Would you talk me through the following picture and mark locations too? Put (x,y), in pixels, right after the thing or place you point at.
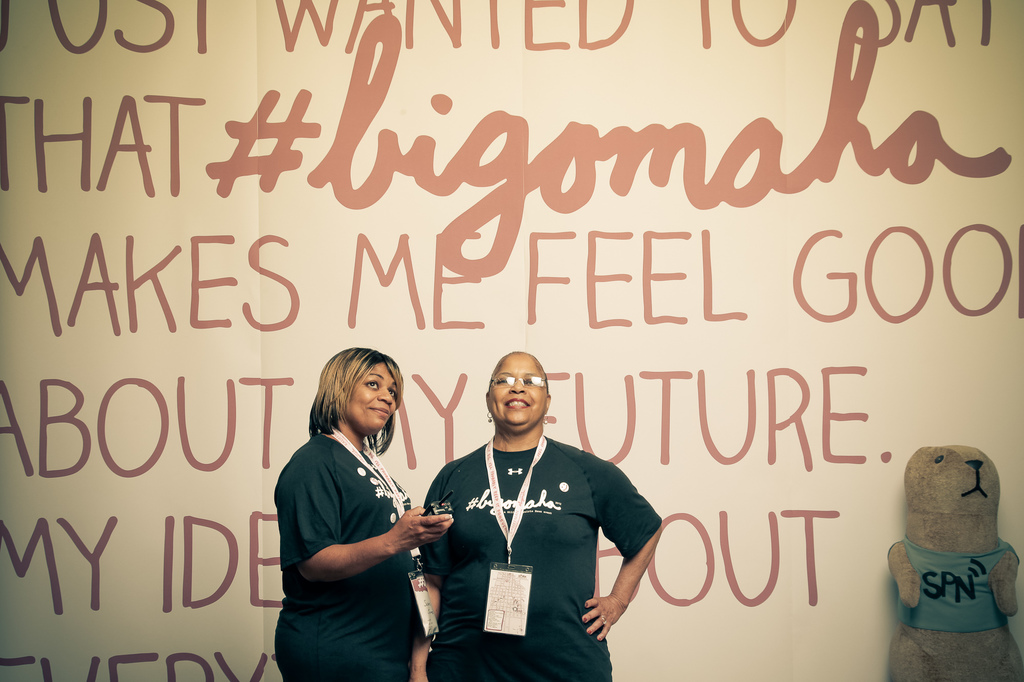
In this picture we can see two people (312,629), they are smiling and wearing id cards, here we can see a teddy bear (902,647) and in the background (887,640) we can see a poster (851,246).
